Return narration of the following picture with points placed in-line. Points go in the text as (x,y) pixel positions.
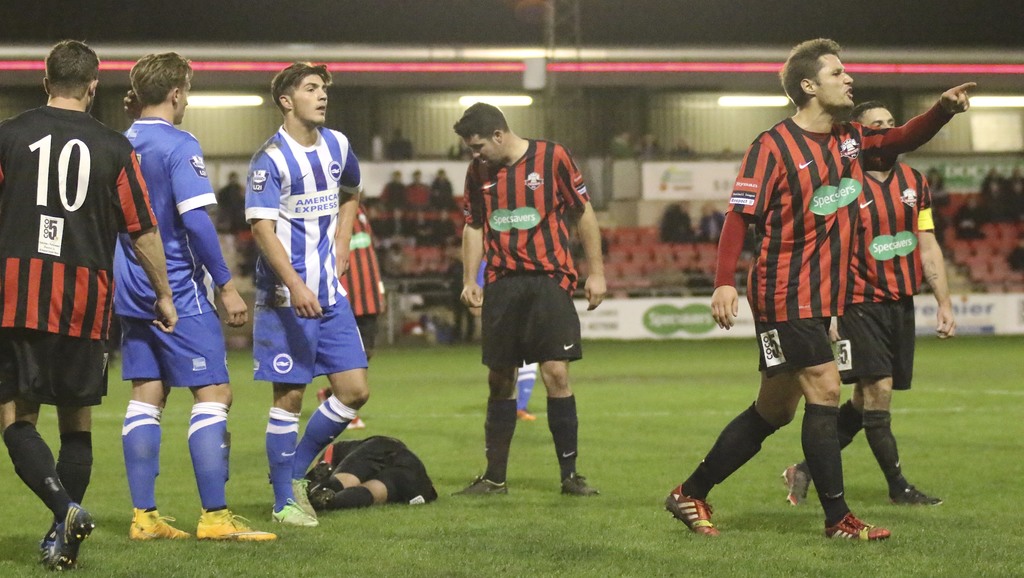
This picture shows a few players (19,148) playing on the ground (751,355) and on the green field (732,351) and we see a player (406,496) laying down on the ground (970,527) and we see people (1015,198) seated and watching the game and we see lights (263,99).
